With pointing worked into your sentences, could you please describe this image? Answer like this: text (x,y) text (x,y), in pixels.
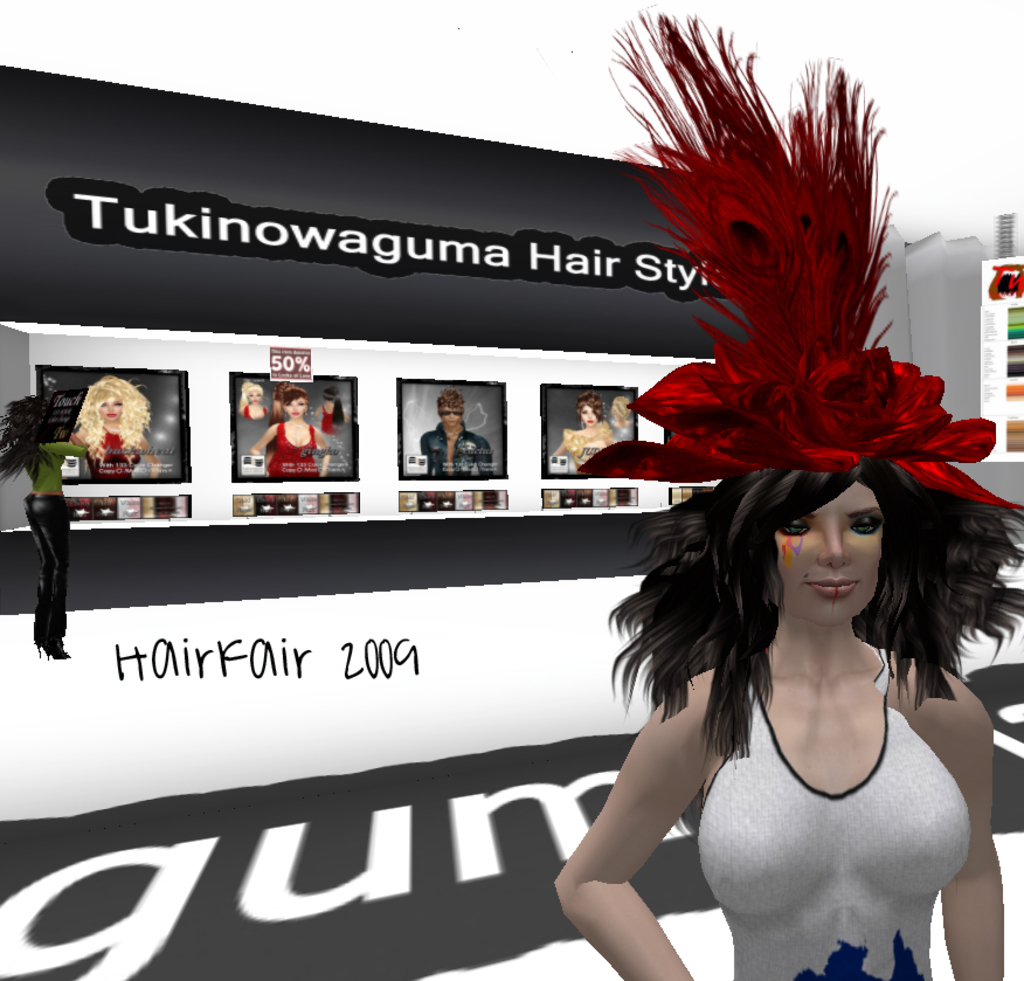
This is an animated picture. In this picture on the right side (902,949) we can see a woman (876,569) standing, on her head (867,581) we can see a peacock feather (789,216). In the background (676,261) we can see people (100,424) and there is something written. We can see a woman (54,569) is standing on the left side (54,569).
